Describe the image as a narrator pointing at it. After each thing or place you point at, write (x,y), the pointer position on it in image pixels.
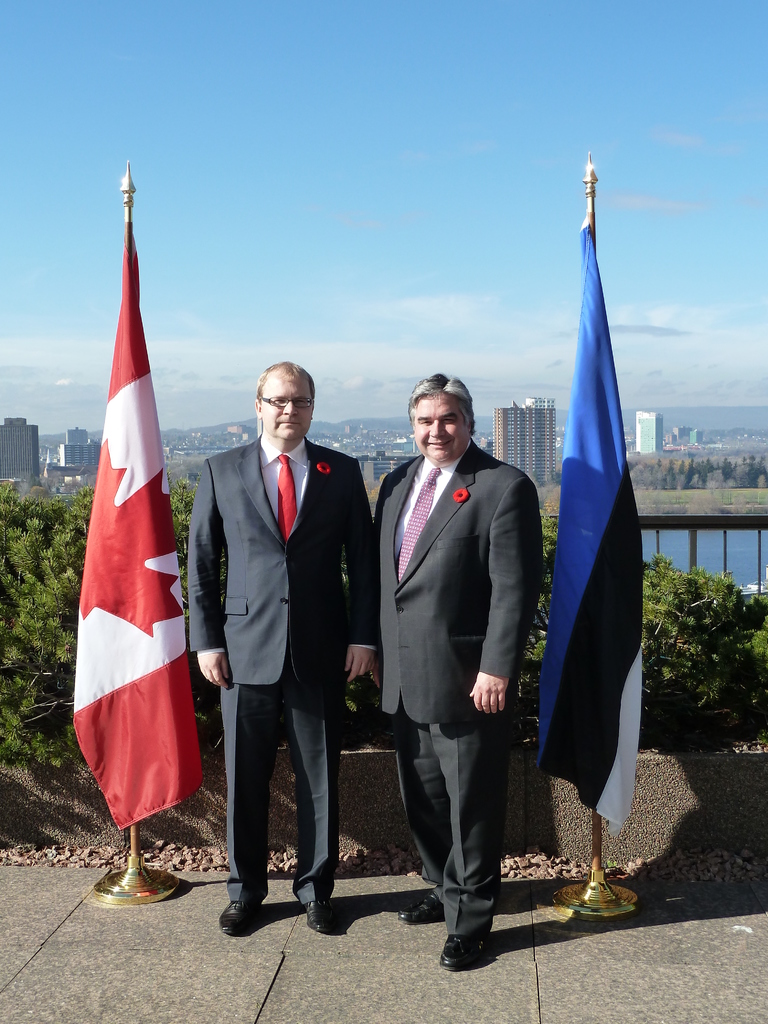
In this image we can see two men (512,660) are standing on the floor (311,945). There are flags (180,719), plants (651,639), fence (659,539), water (708,542), trees (645,472), and buildings (22,480). In the background (472,218) there is sky (655,218).
